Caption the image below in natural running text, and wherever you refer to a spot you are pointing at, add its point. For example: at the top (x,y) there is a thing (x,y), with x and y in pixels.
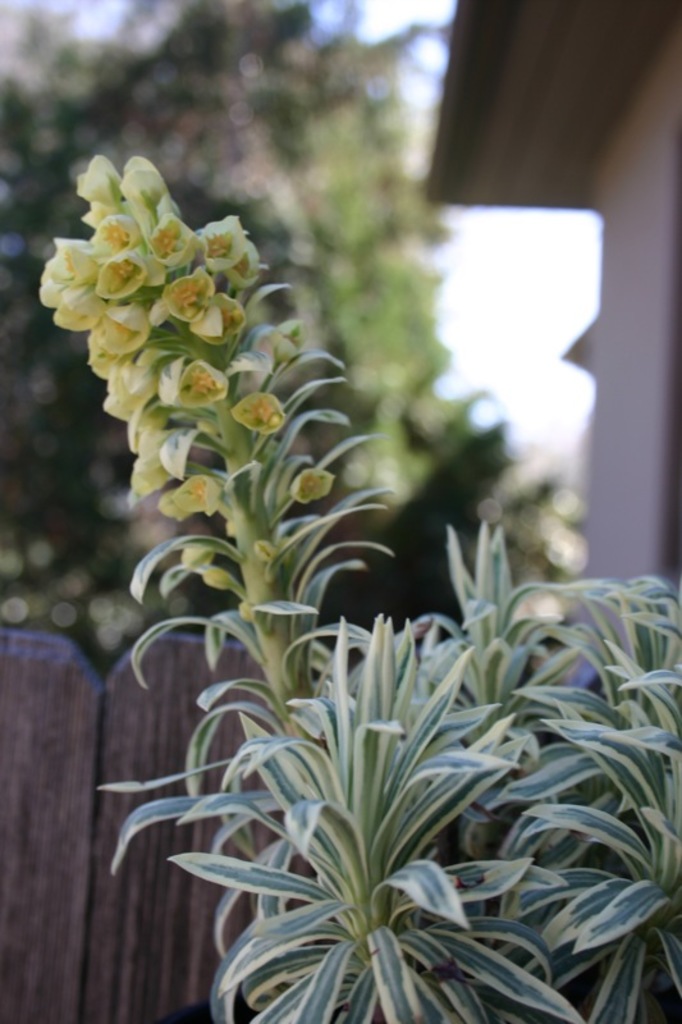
In this image in the foreground (215,583) there are some flowers (88,256) and plants (366,827) and, in the background (106,804) there is a wooden fence (99,712), trees (140,627) and one house (606,432).
